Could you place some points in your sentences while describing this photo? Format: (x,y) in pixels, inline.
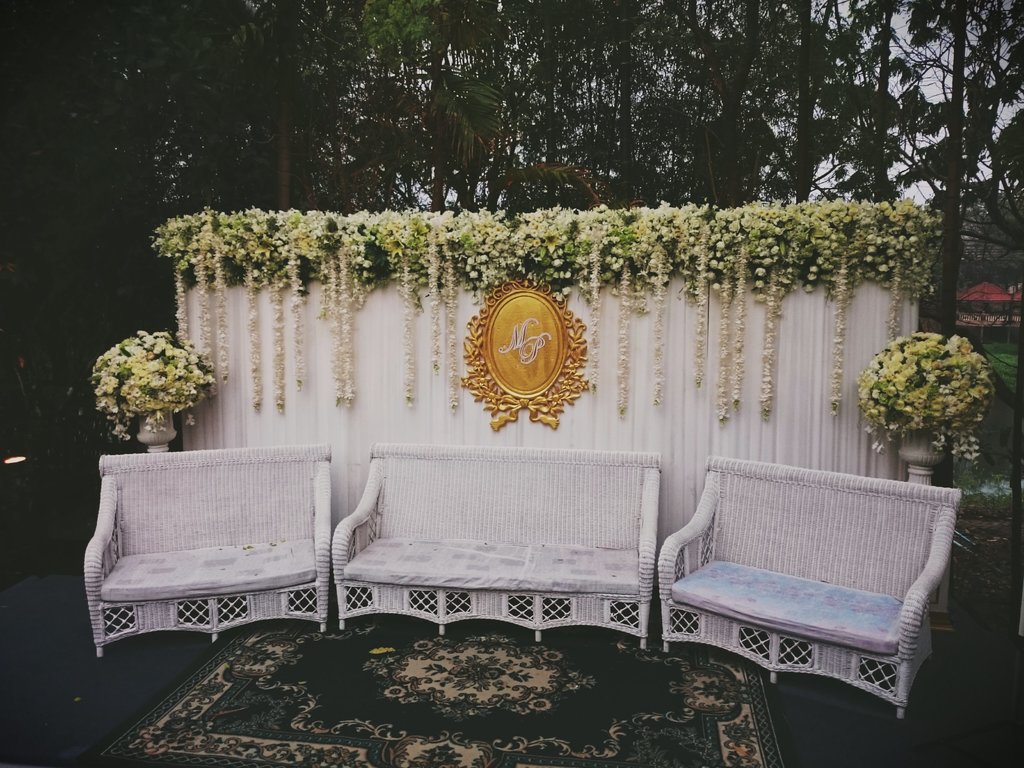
Three sofa sets (286,546) are arranged with a carpet (385,702) below them. There are garlands (253,344), flower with leaves (342,243) on a white screen (798,449) behind them. There are two bouquets (867,385) on either side.
